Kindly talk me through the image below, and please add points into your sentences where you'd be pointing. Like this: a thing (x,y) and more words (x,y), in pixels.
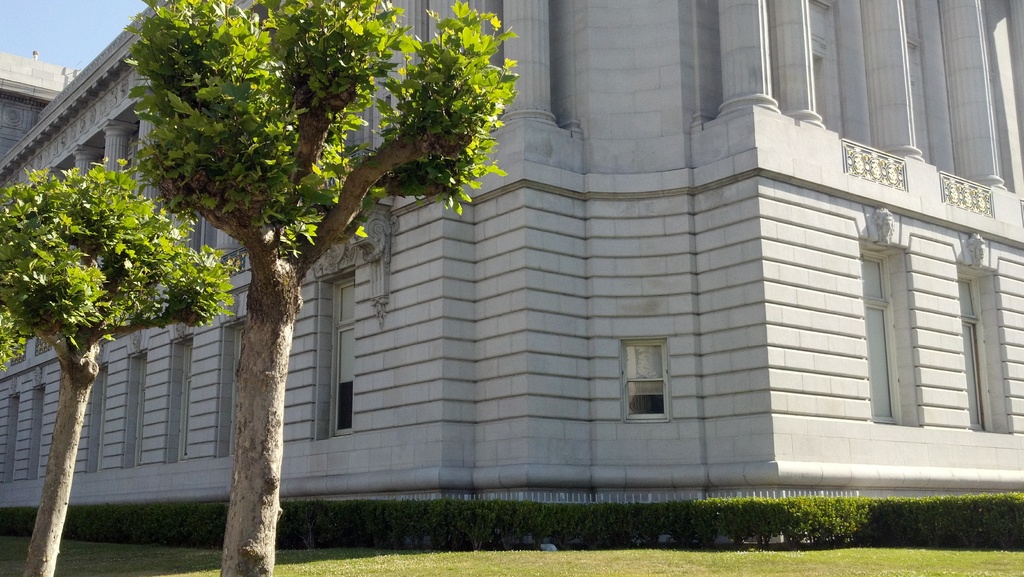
In this image two trees (254,372) are on the grassland (515,571) having few plants (593,526). Behind there is a building (101,58). Left top there is sky (58,34).
